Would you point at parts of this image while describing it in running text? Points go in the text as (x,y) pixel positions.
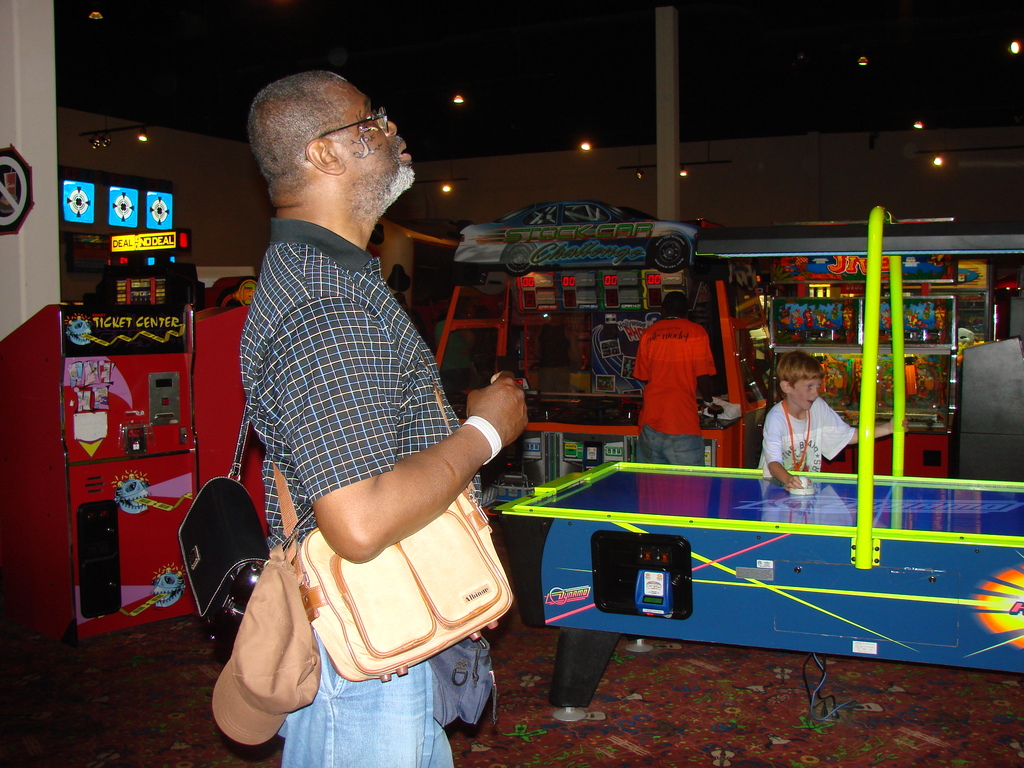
There is a man (280,171) who is standing on the left side of the image (335,280) and there are bags (429,539), which are hanging from his neck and there are other people (712,373), games machines (579,325), lamps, and a pillar (659,150) in the background area of the image (680,258).
